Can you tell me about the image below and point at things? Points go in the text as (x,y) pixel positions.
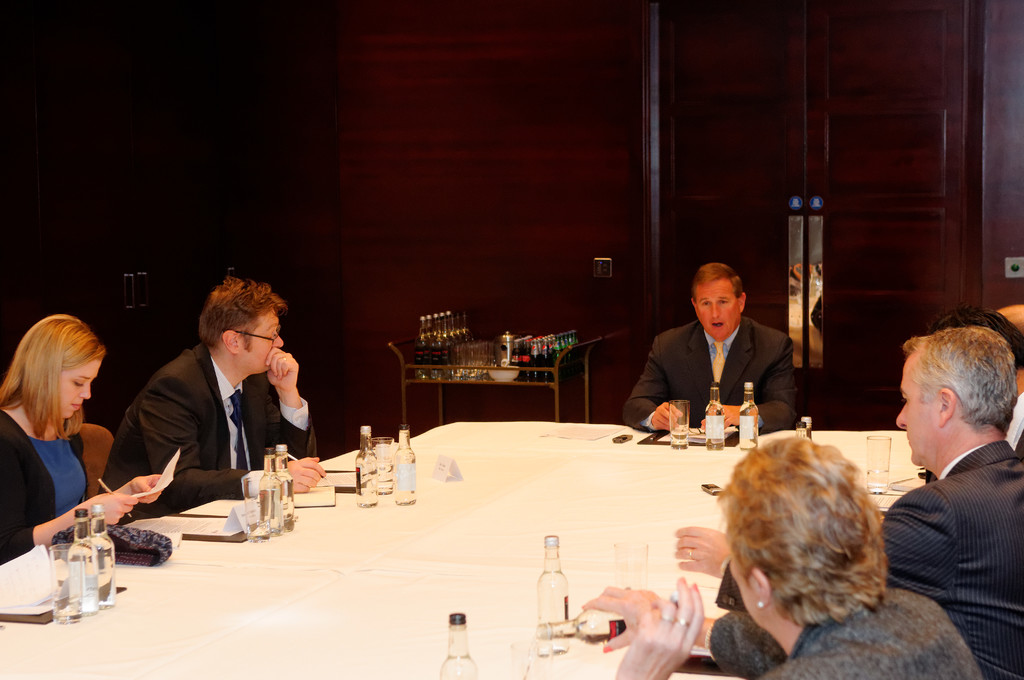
In this picture there are several people (83,393) sitting on the table (478,672) with glass bottles (407,471) on top of it. In the background (764,134) we observe a wooden door (701,236), a stand (513,370) with water bottles (452,327) and glass bottles (523,359) on top of it. The picture is clicked inside a conference hall (485,391).
